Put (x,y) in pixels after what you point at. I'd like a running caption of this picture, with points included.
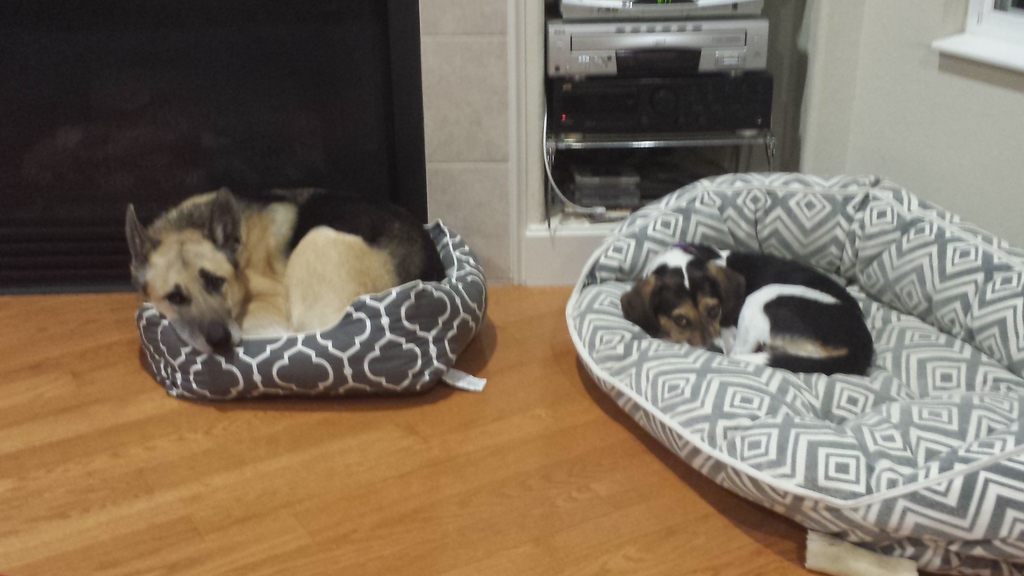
In this picture I can see two dogs (684,301) laying on the pet beds (391,322), and in the background (721,16) there are music players (667,86) and a wall (900,101).
